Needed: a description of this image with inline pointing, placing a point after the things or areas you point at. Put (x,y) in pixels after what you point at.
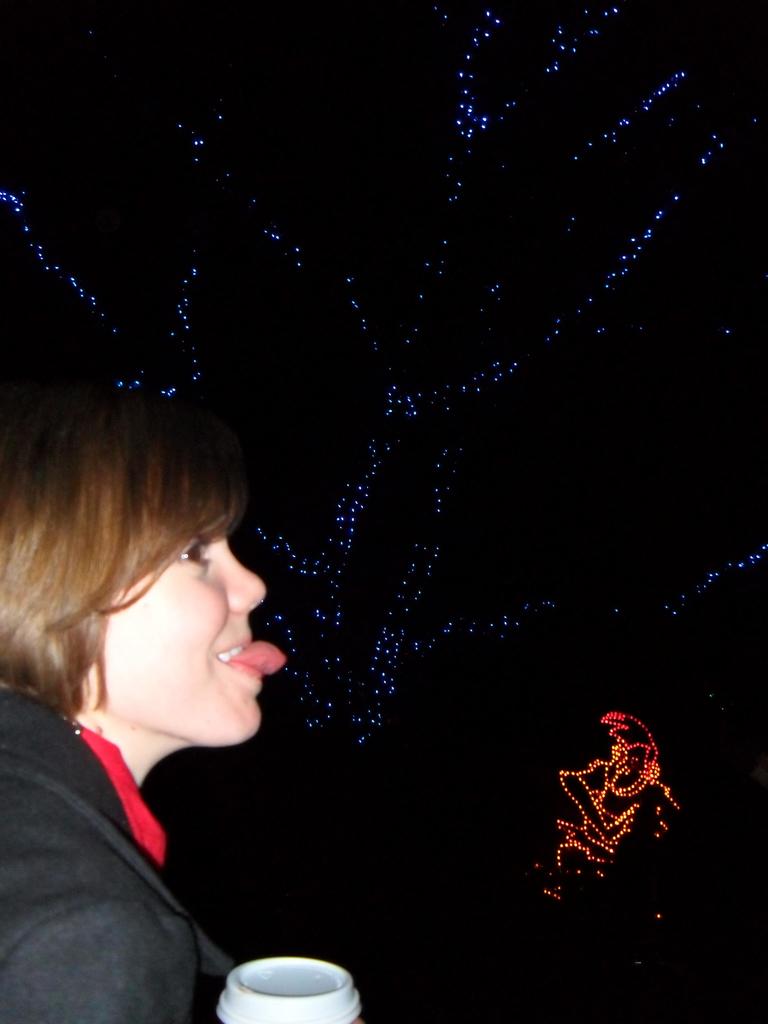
This image is taken outdoors. On the left side of the image (195,675) there is a woman (131,812) and she is holding a tumbler (257,979) in her hands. In this image the background (561,851) is dark and there are a few rope lights (601,826).
